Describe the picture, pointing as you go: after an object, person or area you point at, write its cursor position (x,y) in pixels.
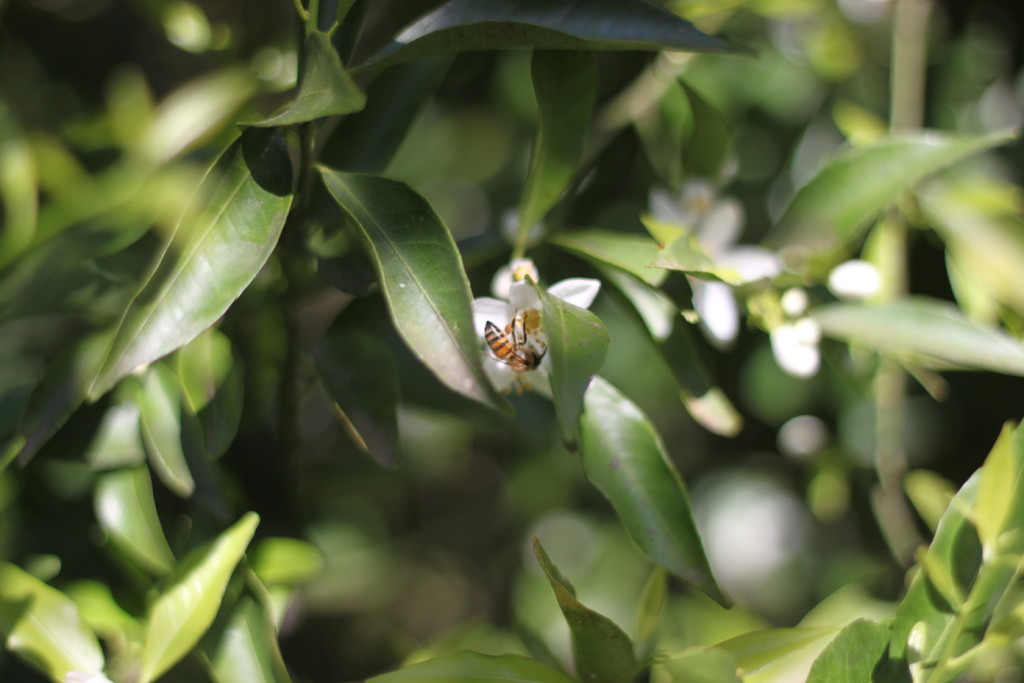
There is a bee (517,352) on the flower (568,287) as we can see in the middle of this image (518,340), and there are some leaves (552,321) in the background (795,393).
